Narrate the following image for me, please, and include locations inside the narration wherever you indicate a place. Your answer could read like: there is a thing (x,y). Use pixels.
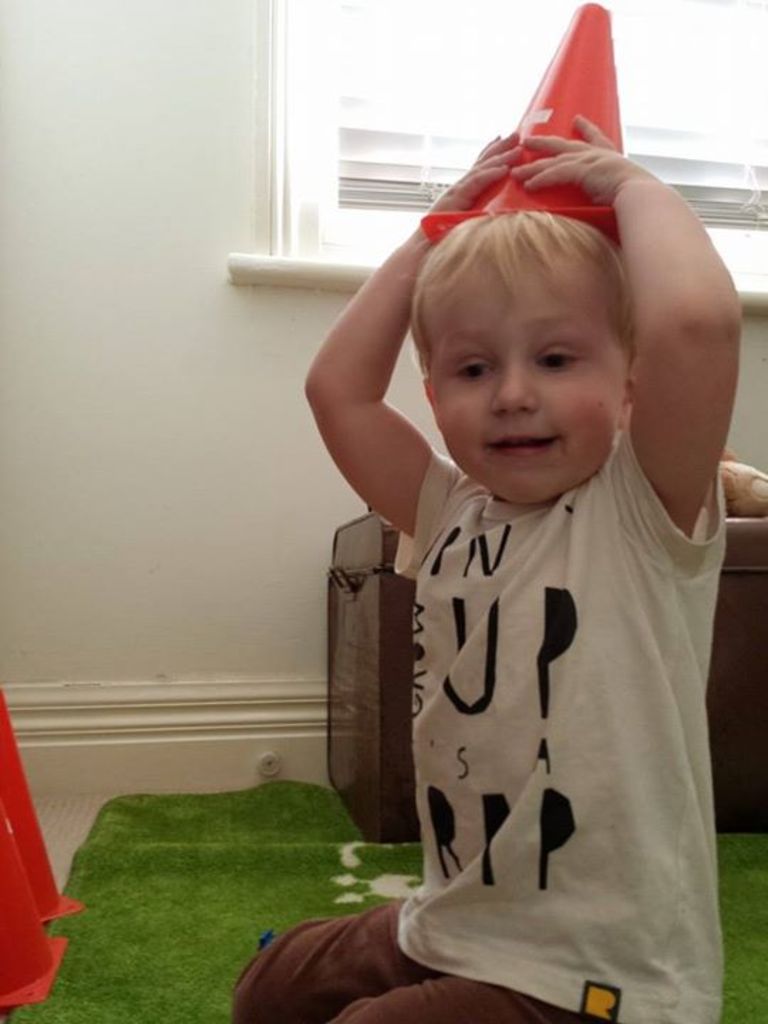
In this picture there is a boy (512,532) sitting and holding the object (565,143). At the back (717,184) there is a toy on the object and there is a window (616,13) and there is a window blind (750,190). On the left side of the image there are objects (11,805). At the bottom (161,906) there is a mat (208,859) on the floor (101,796).
